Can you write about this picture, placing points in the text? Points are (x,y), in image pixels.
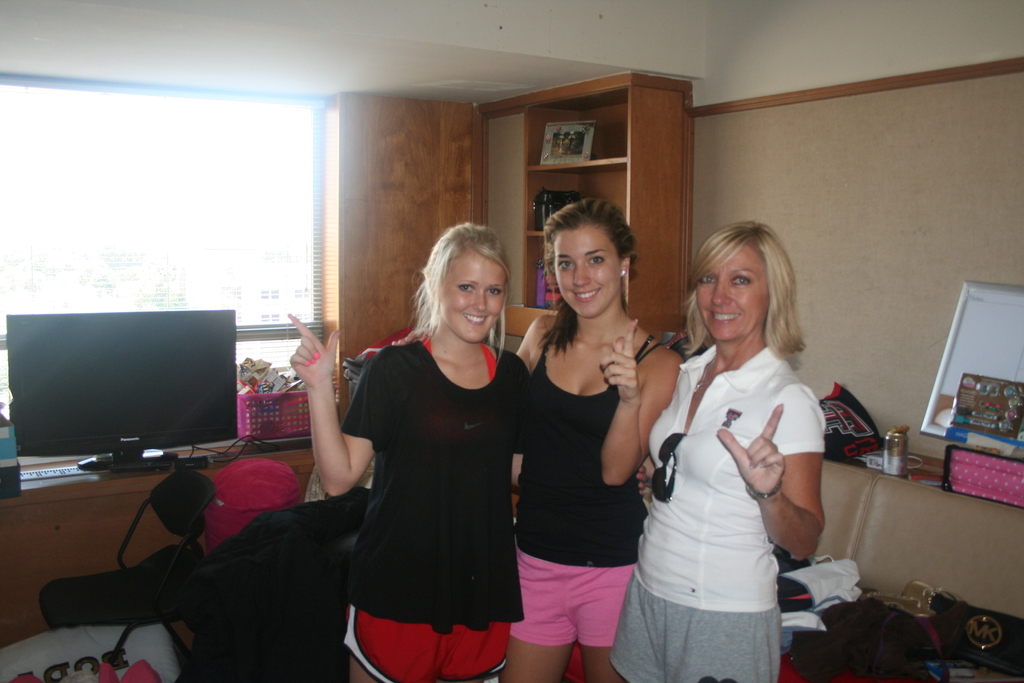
In this image there are three women (538,410) standing with a smile on their face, behind them there is a chair (125,538), behind the chair (170,513) on the table (88,479) there is a monitor (186,415), behind the monitor (189,412) there is a basket (261,402), behind the basket (261,402) there is a window (275,244).
